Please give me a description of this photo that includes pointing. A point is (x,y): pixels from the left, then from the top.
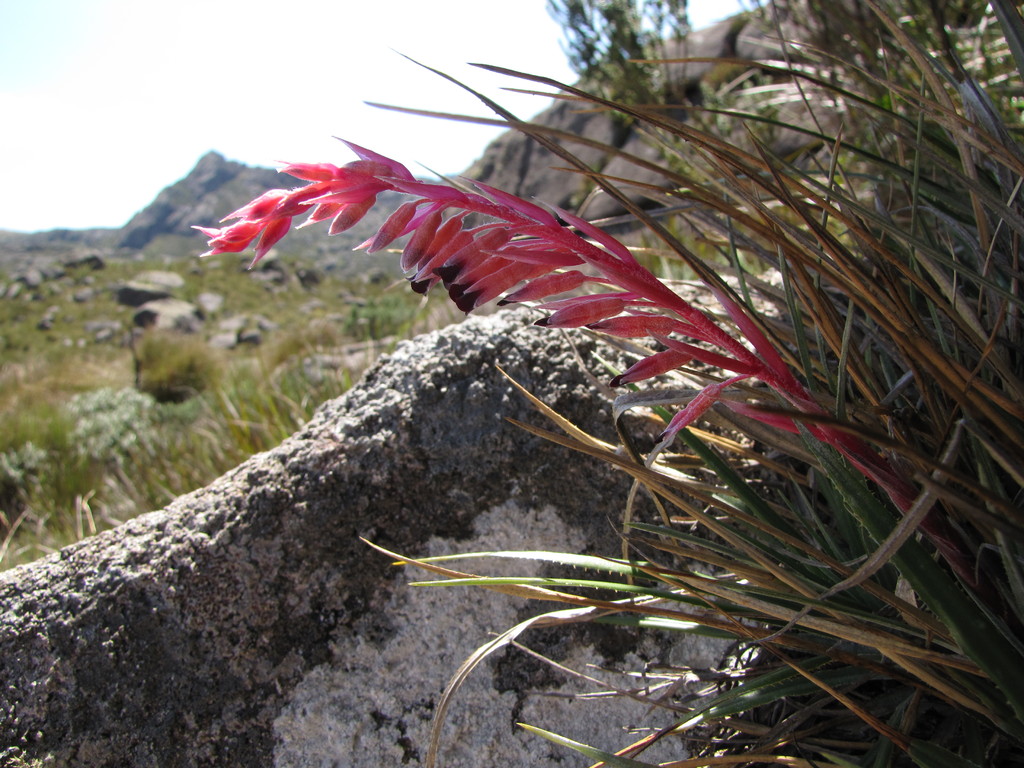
In this image I can see few mountains (187,246), rocks (187,306), sky (37,225), plants (224,246) and the grass (324,280).
